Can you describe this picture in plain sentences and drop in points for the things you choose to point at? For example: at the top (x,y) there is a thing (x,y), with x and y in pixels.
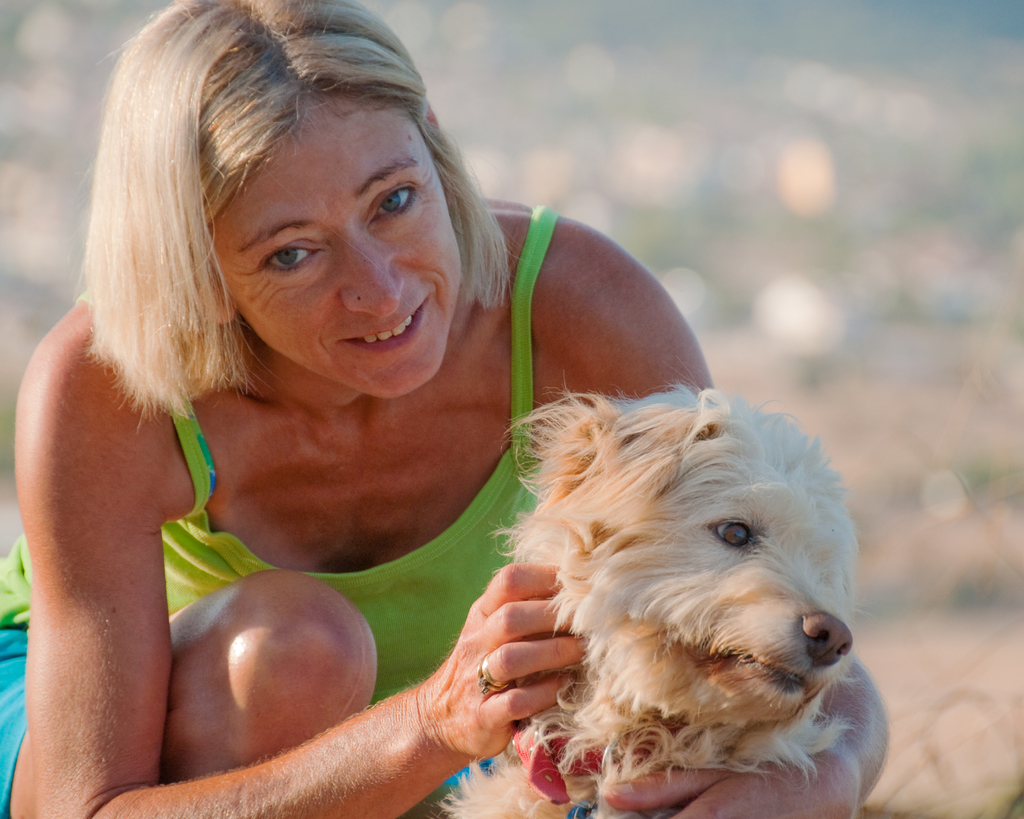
There is a woman (270,470) in the given picture, holding a dog (660,641) in her hands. She is wearing a green dress (466,550). In a background (880,574), there is an open land (776,206) here.
